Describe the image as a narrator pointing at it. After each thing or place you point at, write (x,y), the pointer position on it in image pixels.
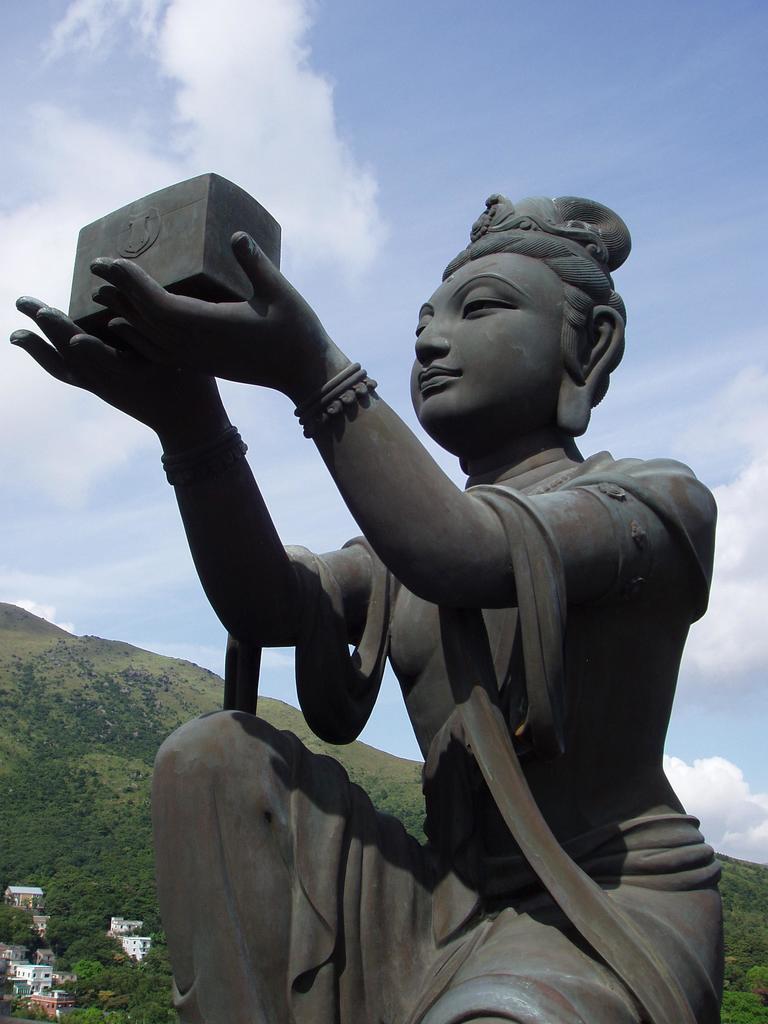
Here we can see a statue (384,614) of a woman (482,534) in squat position and holding an object (155,272) in her hands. In the background (47,822) there are buildings (22,973), trees (44,795), mountains (62,754) and clouds (9,275) in the sky (391,149).
